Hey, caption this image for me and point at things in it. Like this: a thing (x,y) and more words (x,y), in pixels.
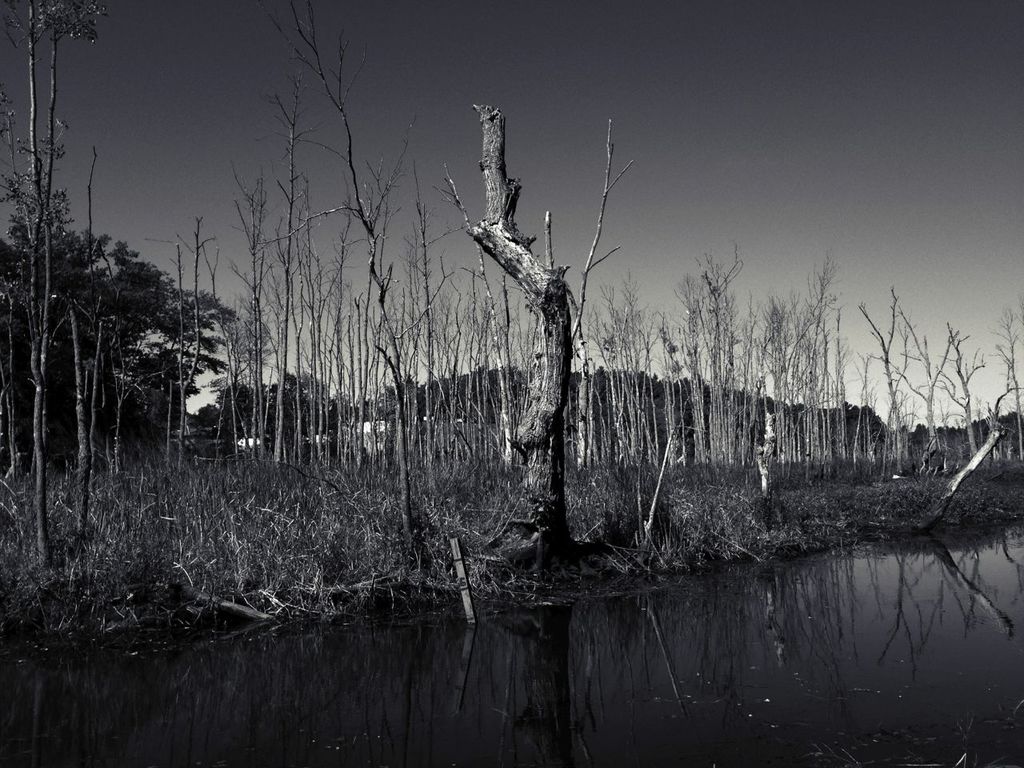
We can see water (954,607), grass (750,545) and tree trunk (543,410). Background (714,123) we can see trees (843,416) and sky (707,111).
